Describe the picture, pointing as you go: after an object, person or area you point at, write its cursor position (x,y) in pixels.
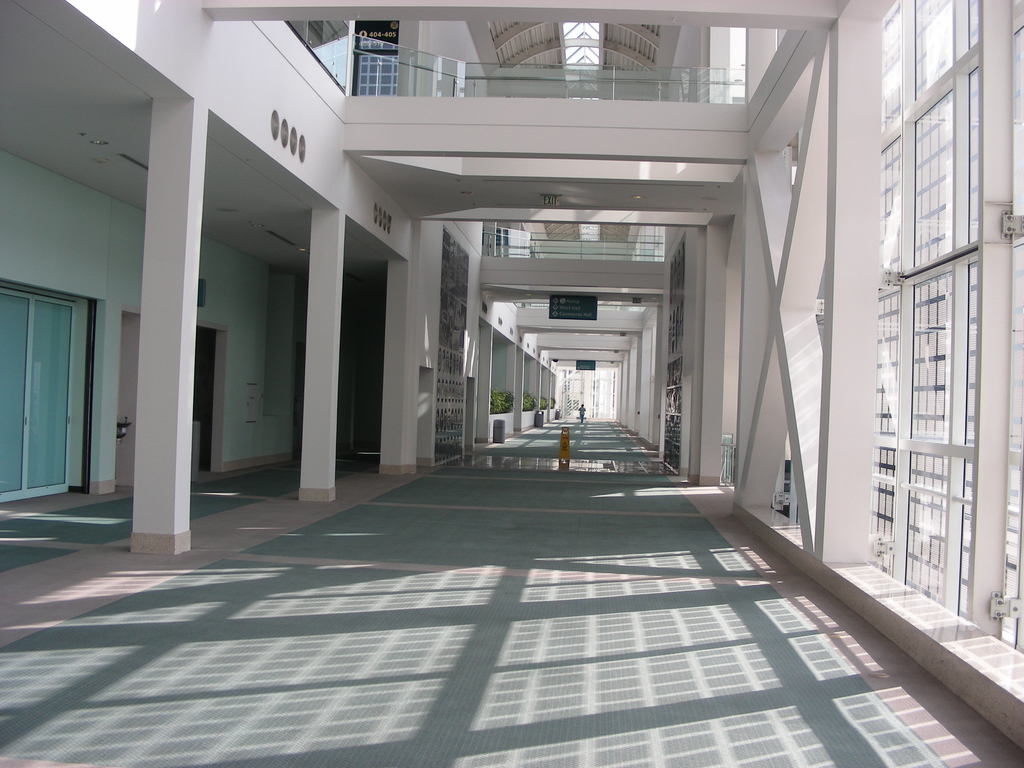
This image consists of a building (680,162). It looks like a corridor (657,739). To the left (41,400), there are room (248,382) along doors (200,416) and windows (24,351). And there are pillars (147,487). The walls (454,383) are in white color. At the bottom (541,663), there is floor (664,611).
